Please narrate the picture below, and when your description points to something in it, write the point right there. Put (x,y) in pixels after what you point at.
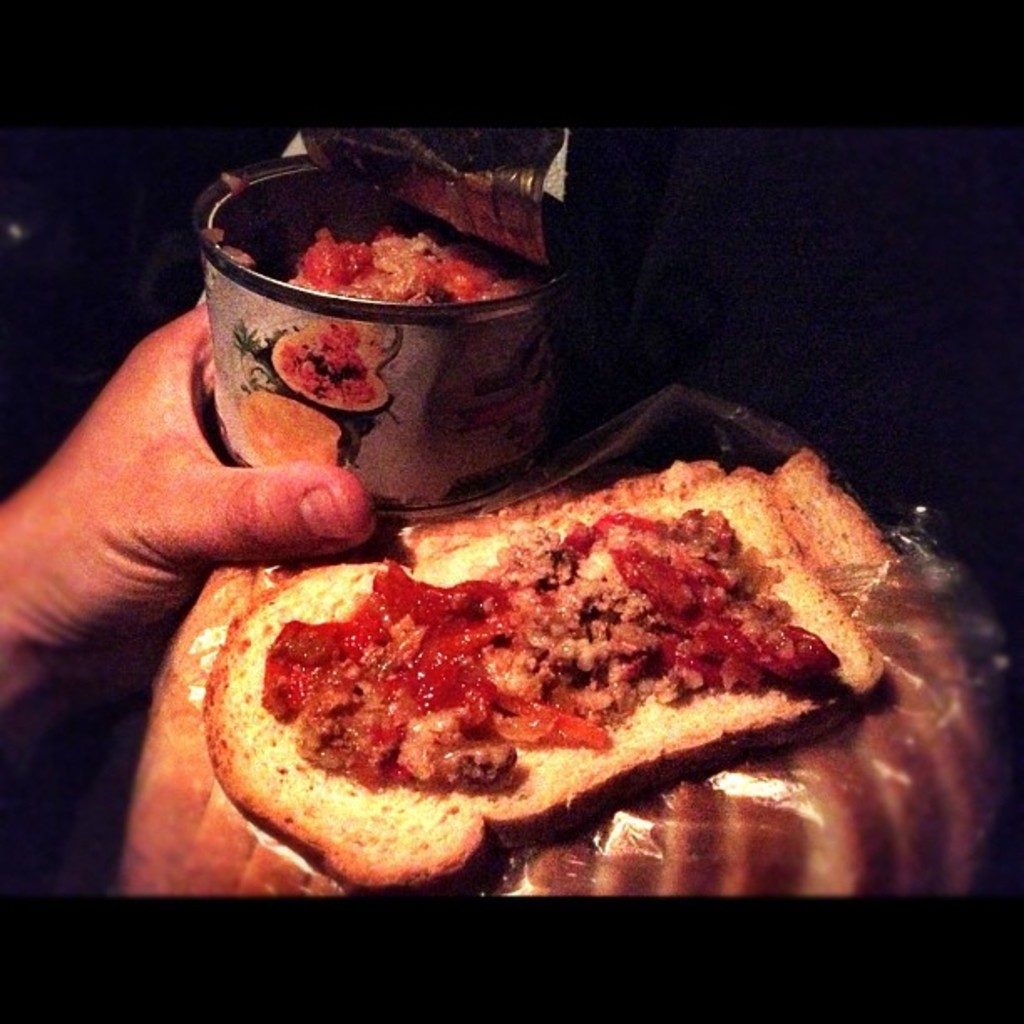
In this picture we can see a person hand (79,524) holding a jar (322,197), food items (457,268) and in the background (169,139) it is dark.
